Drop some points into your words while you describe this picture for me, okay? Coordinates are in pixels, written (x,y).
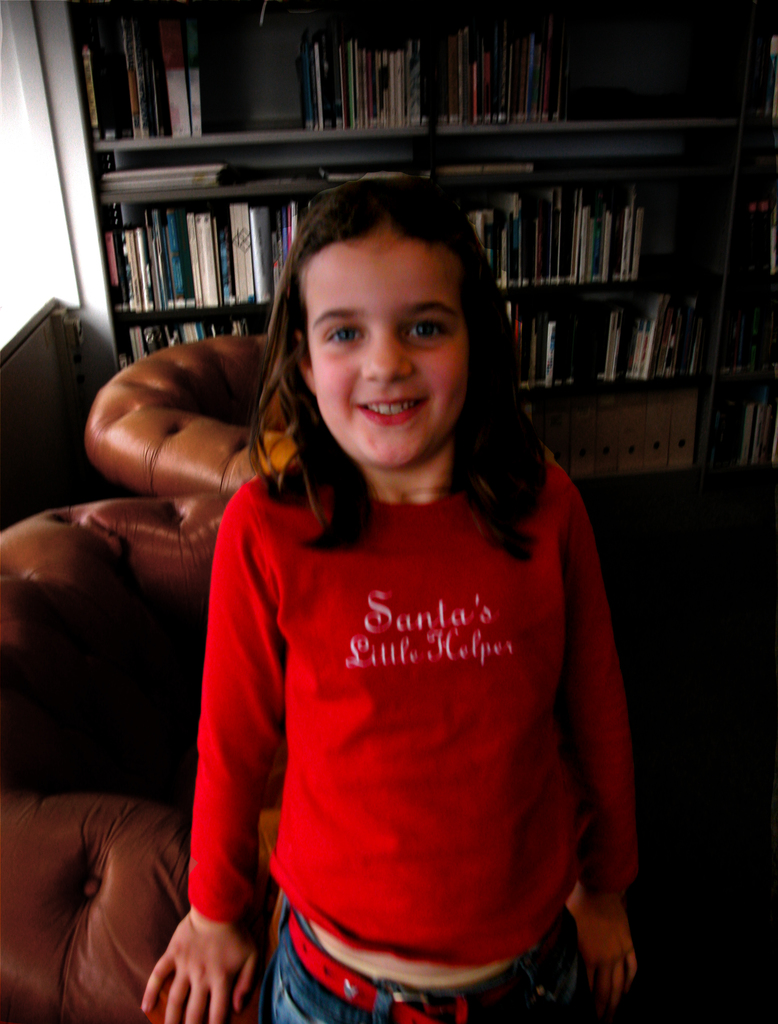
In this image, we can see a kid (420,692) wearing clothes (339,887). There are couches (156,567) in front of the window (34,292). There is a rack (374,37) at the top of the image (345,60) contains some books (594,275).
